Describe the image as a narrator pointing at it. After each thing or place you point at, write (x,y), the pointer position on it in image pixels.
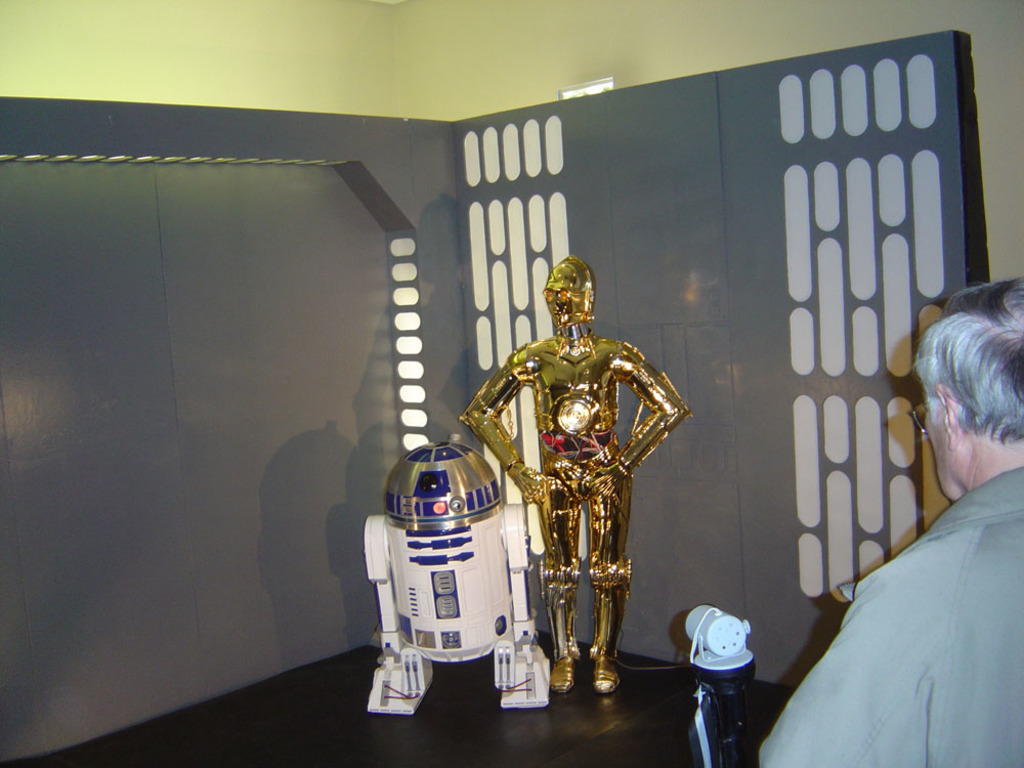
In this image there are two robots (523,490), a man (933,672) watching them, in the background (529,196) there is a wall (849,210).
